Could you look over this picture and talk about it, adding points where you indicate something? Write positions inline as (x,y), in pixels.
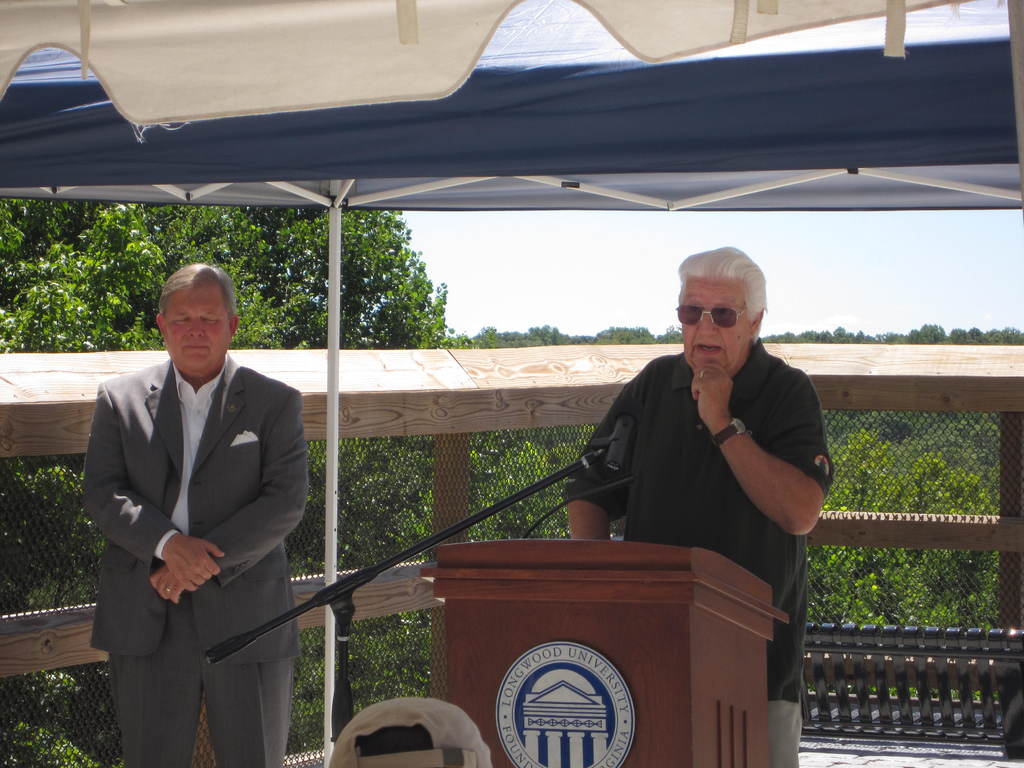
In this image we can see two men (655,442) are standing, mic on a stand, podium (577,554) are under a tent (139,78) and at the bottom (347,726) we can see a cap (460,712). In the background (69,232) we can see a fence like structure (381,522), trees (340,511) and the sky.
